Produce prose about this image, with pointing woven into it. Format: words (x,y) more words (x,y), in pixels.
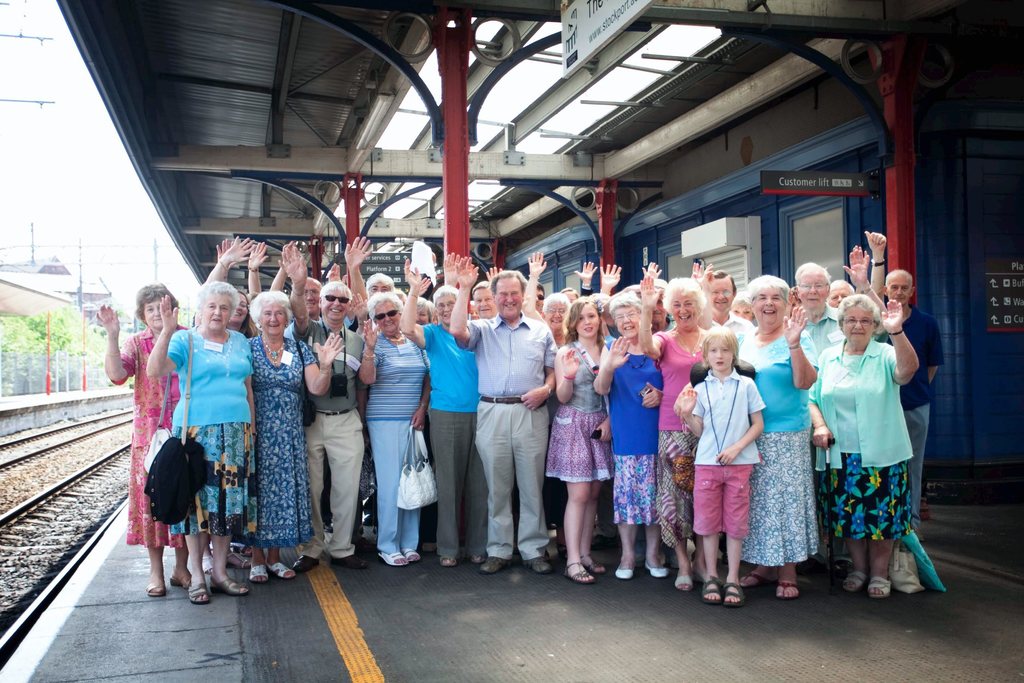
In this picture we can see group of people (818,447) standing on the platform (504,579). There is a railway track (126,471). Here we can see poles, boards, roof (617,130), trees (60,330), and a fence (5,373). In the background (67,183) there is sky (84,155).
